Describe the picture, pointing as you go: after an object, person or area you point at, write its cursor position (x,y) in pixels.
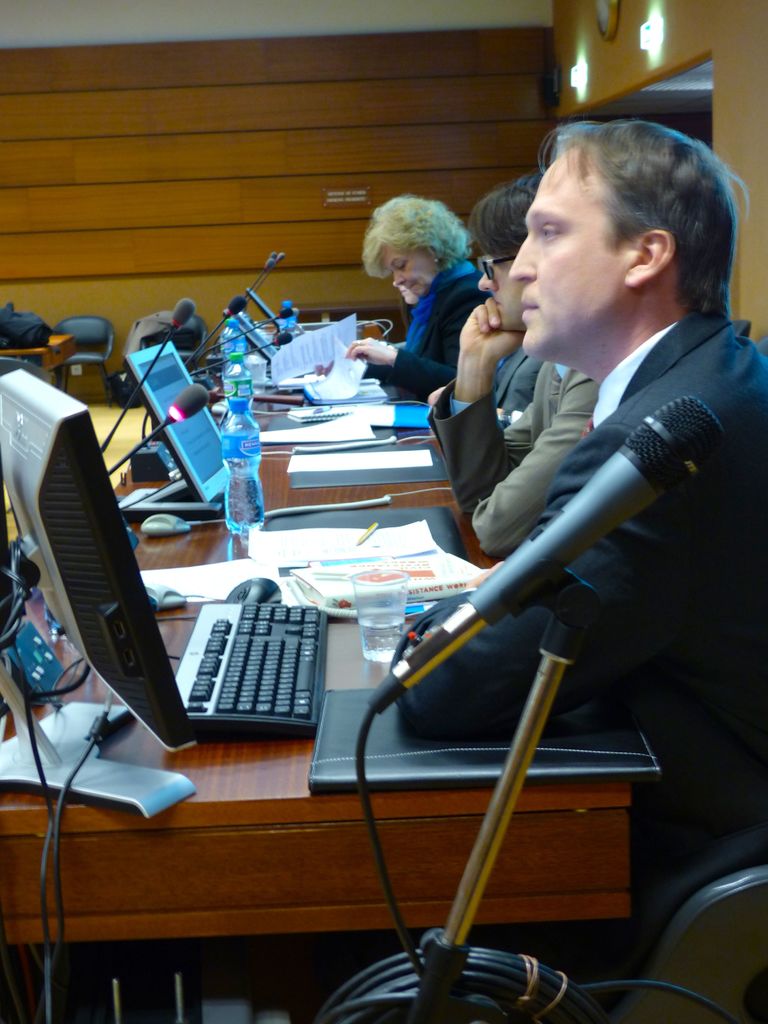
In the center of the image (429,366) we can see a few people (673,624) are sitting on the chairs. In front of them, there is a table (328,648). On the table (340,662), we can see papers (351,549), files (378,765), microphones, monitors (94,483), water bottles (289,303), keyboards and a few other objects (330,706). At the bottom of the image (469,969), we can see one microphone (444,977), wires (566,1023) and a few other objects (451,932). In the background (306,300) there is a wall (398,143), roof (386,1), lights (646,38), chairs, one table (21,351), one backpack (28,342) and a few other objects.
